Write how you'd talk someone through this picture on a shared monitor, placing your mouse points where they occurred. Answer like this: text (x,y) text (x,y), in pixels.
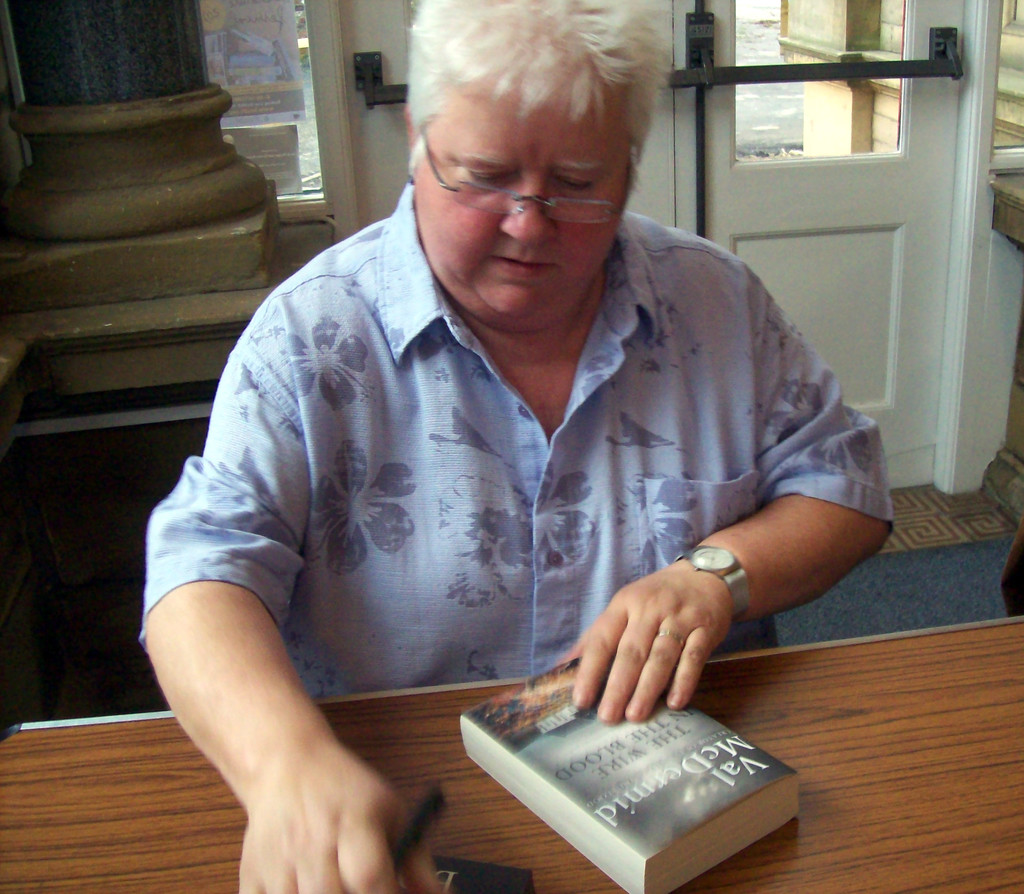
As we can see in the image there is a door (791,142), pole (89,74), a person (610,316) sitting over here and a table (843,755). On table (944,878) there is a book (575,779).
